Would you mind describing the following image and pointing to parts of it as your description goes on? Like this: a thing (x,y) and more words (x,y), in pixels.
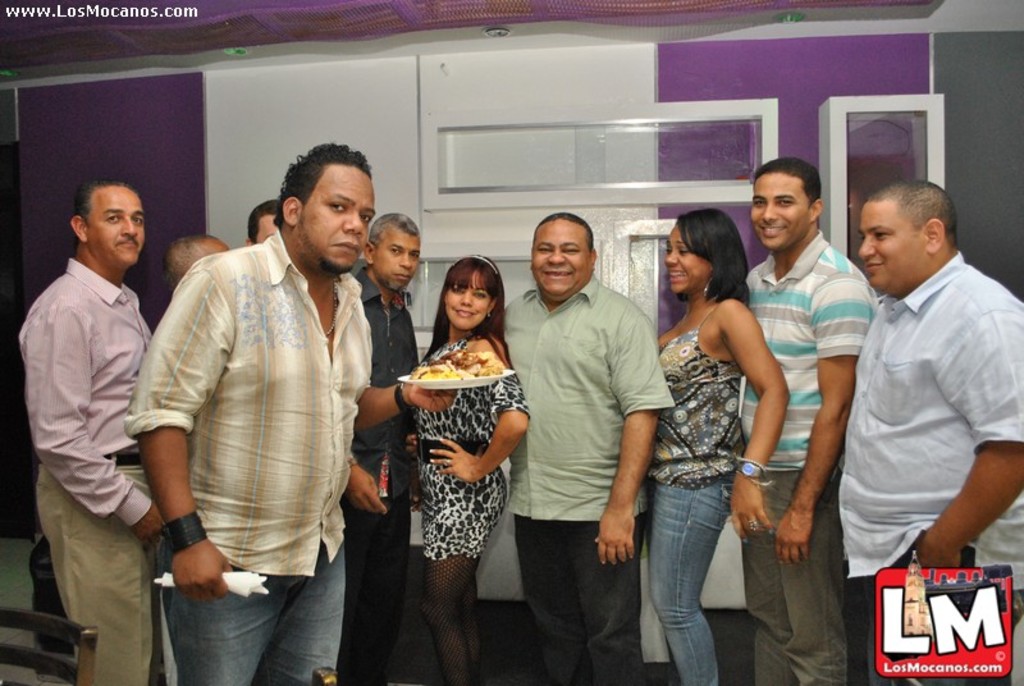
This picture shows few people (890,288) standing with a smile on the faces (417,249) and we see a man (208,374) holding some food (453,377) in the plate (468,378) and napkins (244,575) in another hand (195,581) and we see text (187,13) on the left top corner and a logo (890,617) on the right bottom corner (879,614).
